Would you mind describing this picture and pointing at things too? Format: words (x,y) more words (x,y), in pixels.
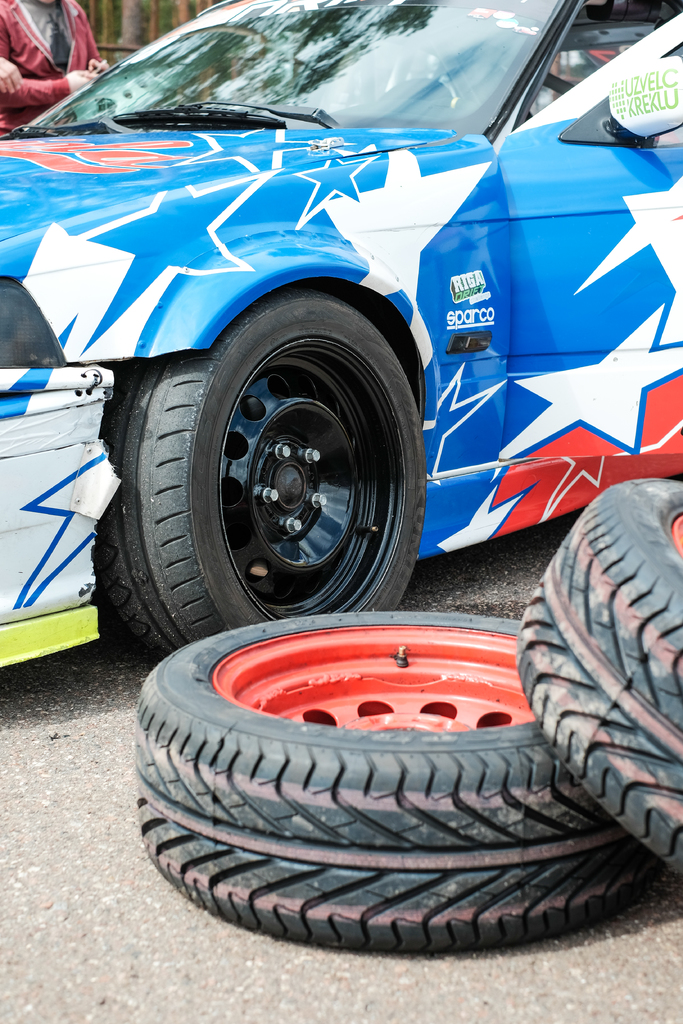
In this image we can see a motor vehicle (368,260), tyres (514,737) and a person (41,52) on the ground (60,834).
